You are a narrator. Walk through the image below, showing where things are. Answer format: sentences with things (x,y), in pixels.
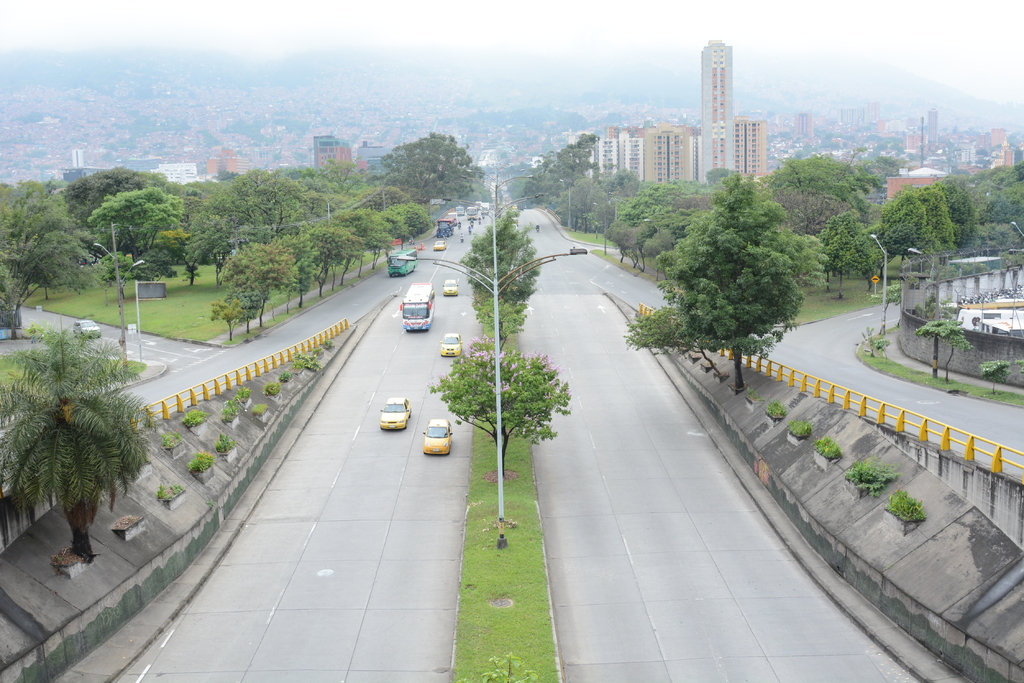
This picture is clicked outside the city. At the bottom of the picture (386,485), we see vehicles (382,420) are moving on the road (387,491). In the middle of the picture (496,319), we see street lights (498,324), grass (488,523) and trees (518,256). On either side of the picture, we see trees (780,308) and yellow color railing (772,375). On the left side (31,278), we see trees (105,259) and a car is moving on the road (185,384). On the right side (852,230), we see street lights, trees (951,334) and a building (913,292). There are trees (252,187) and buildings (667,174) in the background (504,157).
